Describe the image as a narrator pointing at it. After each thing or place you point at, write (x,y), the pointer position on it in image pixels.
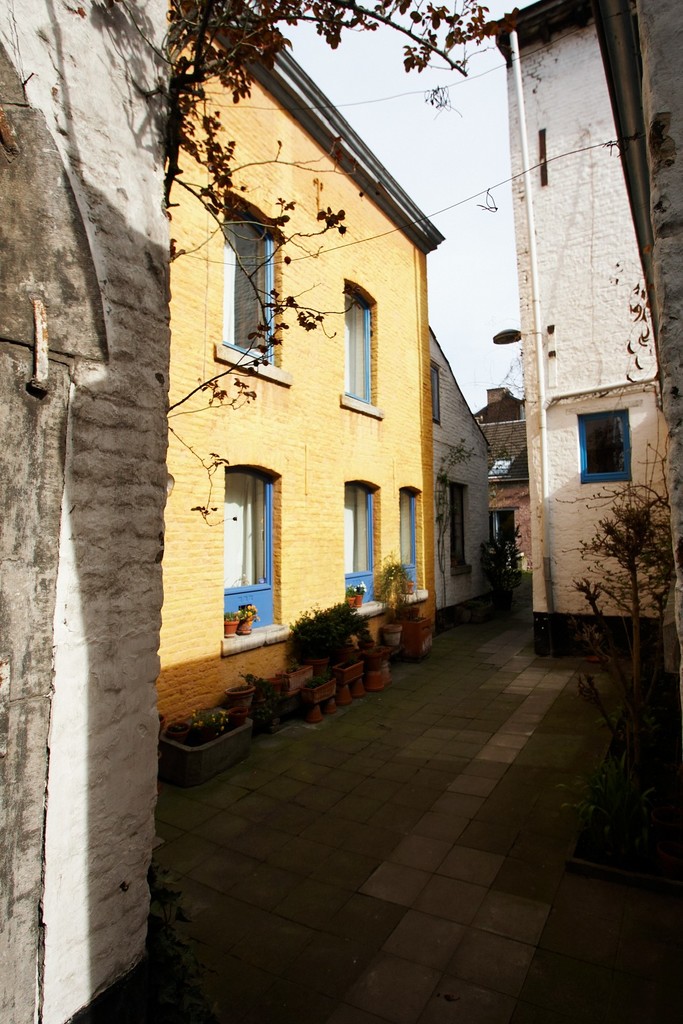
In this image, I can see the houses (419,472) with windows (495,515) and flower pots (240,625) with plants (385,596). On the left side of the image (115,646), I can see a wall (148,139) and there are trees (198,24). In the background (429,216), there is the sky (430,209).
